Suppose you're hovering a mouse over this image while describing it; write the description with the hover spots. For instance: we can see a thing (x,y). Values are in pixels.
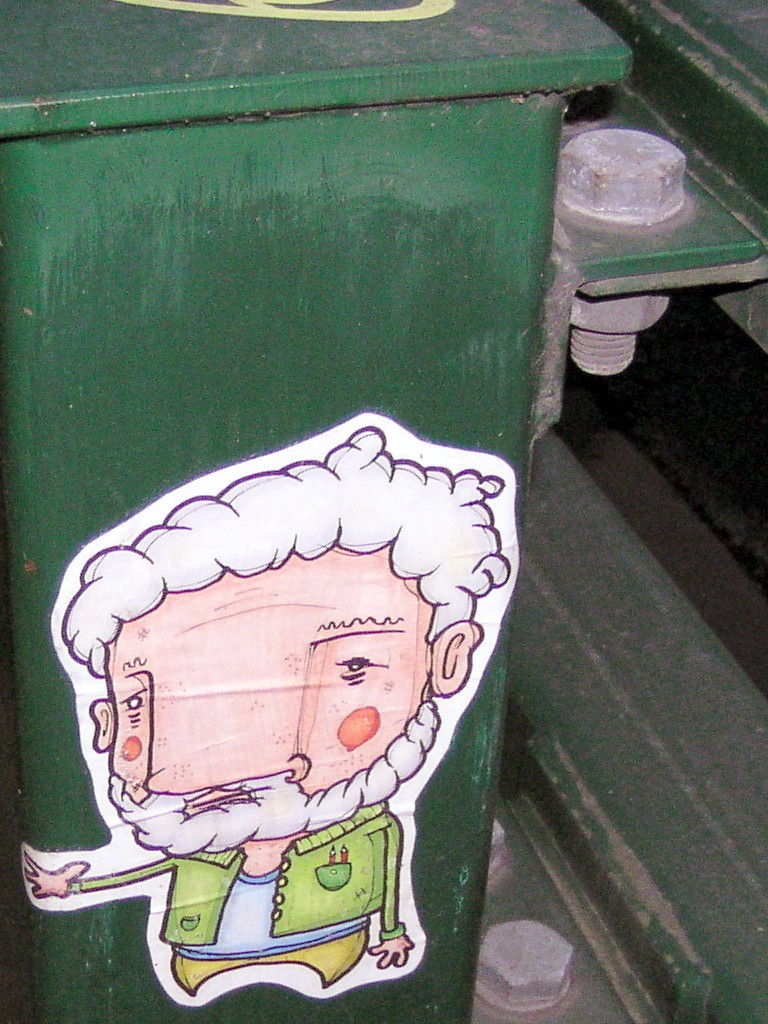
In this picture, we see a green color table (227,303) on which sticker (291,809) is placed. On the right side (588,187), we see iron bolts (666,190). In the background (661,129), it is green in color.
